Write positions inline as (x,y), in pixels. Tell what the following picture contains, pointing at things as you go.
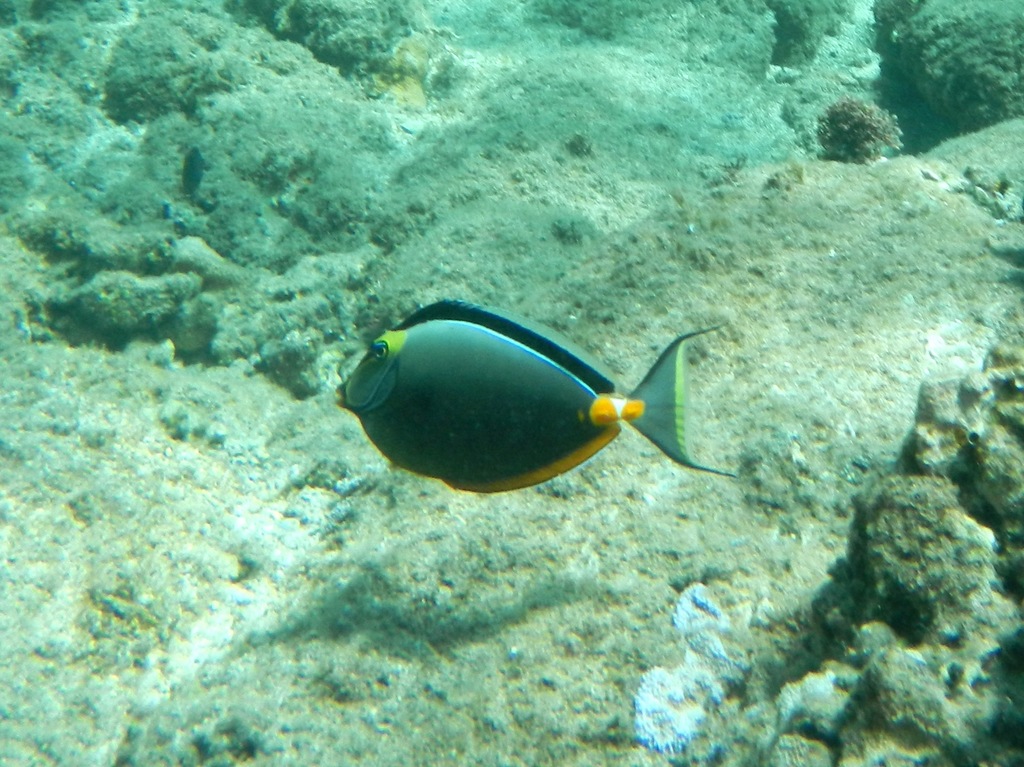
The image is clicked inside the water (359,346). In the center of the image (474,387) we can see a fish (404,380). In the background (102,395) it is rock (337,160).
